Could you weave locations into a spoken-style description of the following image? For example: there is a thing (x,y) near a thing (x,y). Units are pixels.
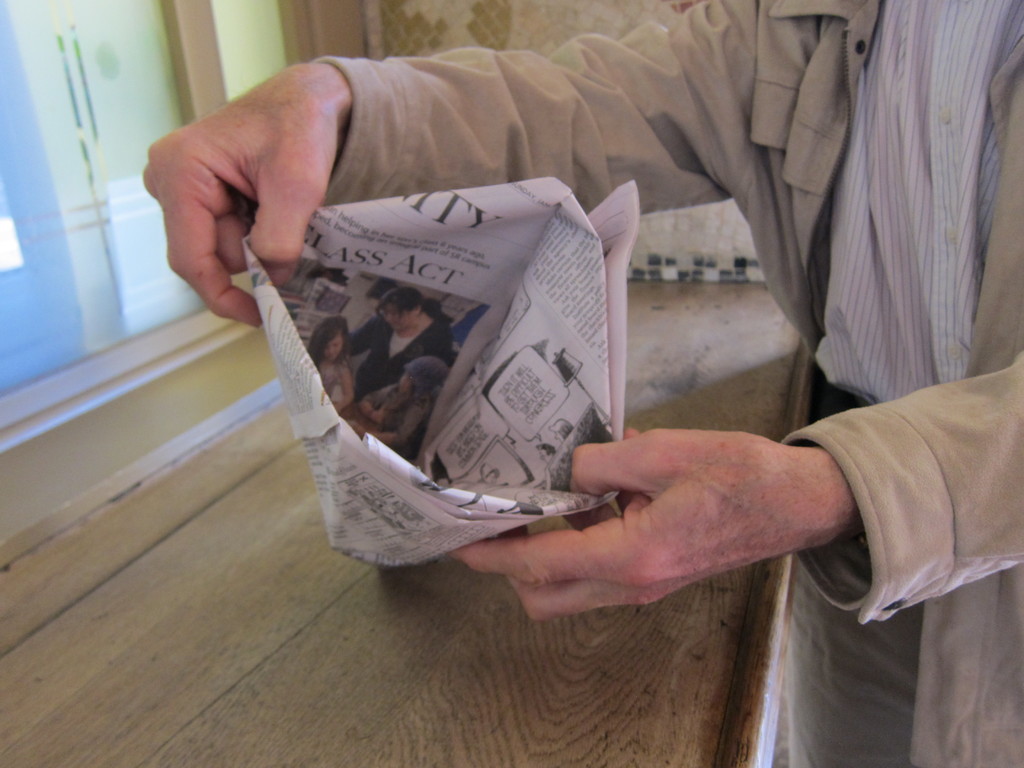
In this image, we can see the hands (809,480) of a person (934,70) holding the paper craft (457,433). We can see some wood (586,721) and the wall (486,9). We can also see some glass (50,365) on the left (126,174).
